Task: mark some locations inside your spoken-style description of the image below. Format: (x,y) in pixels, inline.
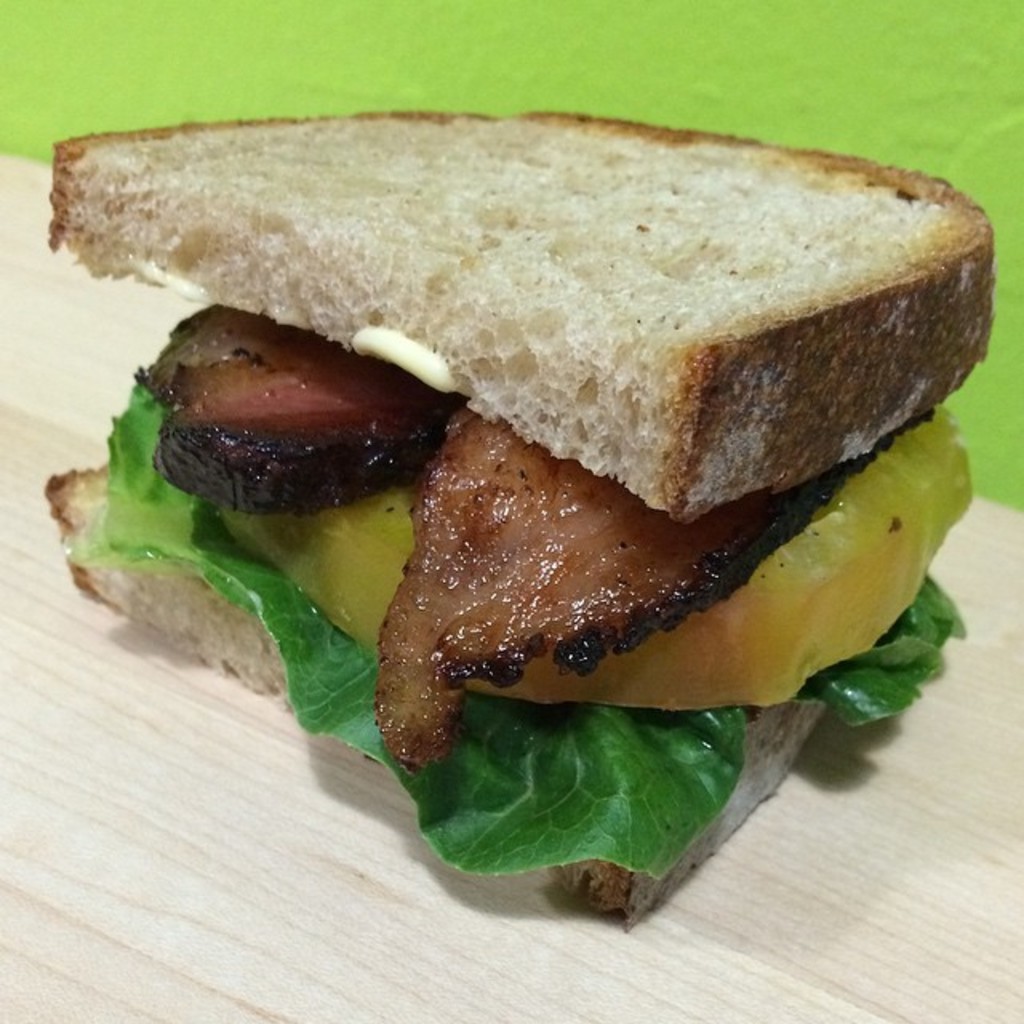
In this picture I can see food item (424,526) on a wooden surface (86,967).
